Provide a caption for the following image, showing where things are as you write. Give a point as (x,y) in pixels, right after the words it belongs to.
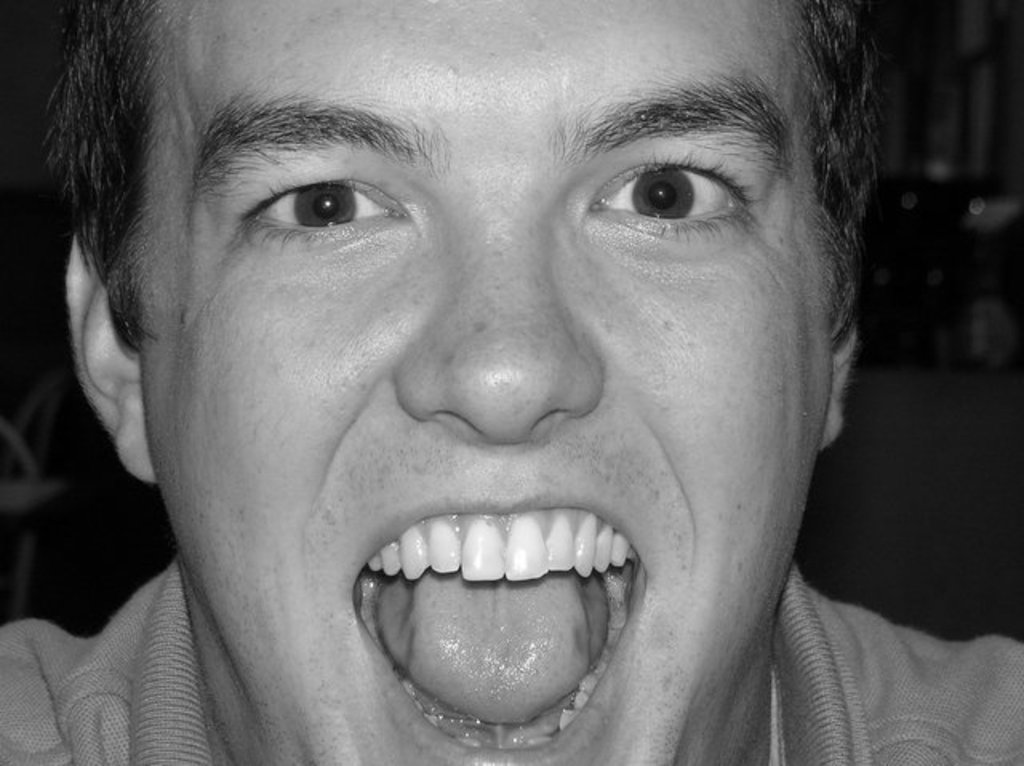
It looks like a black and white picture. We can see a person's head (414,456). Behind the man (183,291) there is the blurred background (923,499).
